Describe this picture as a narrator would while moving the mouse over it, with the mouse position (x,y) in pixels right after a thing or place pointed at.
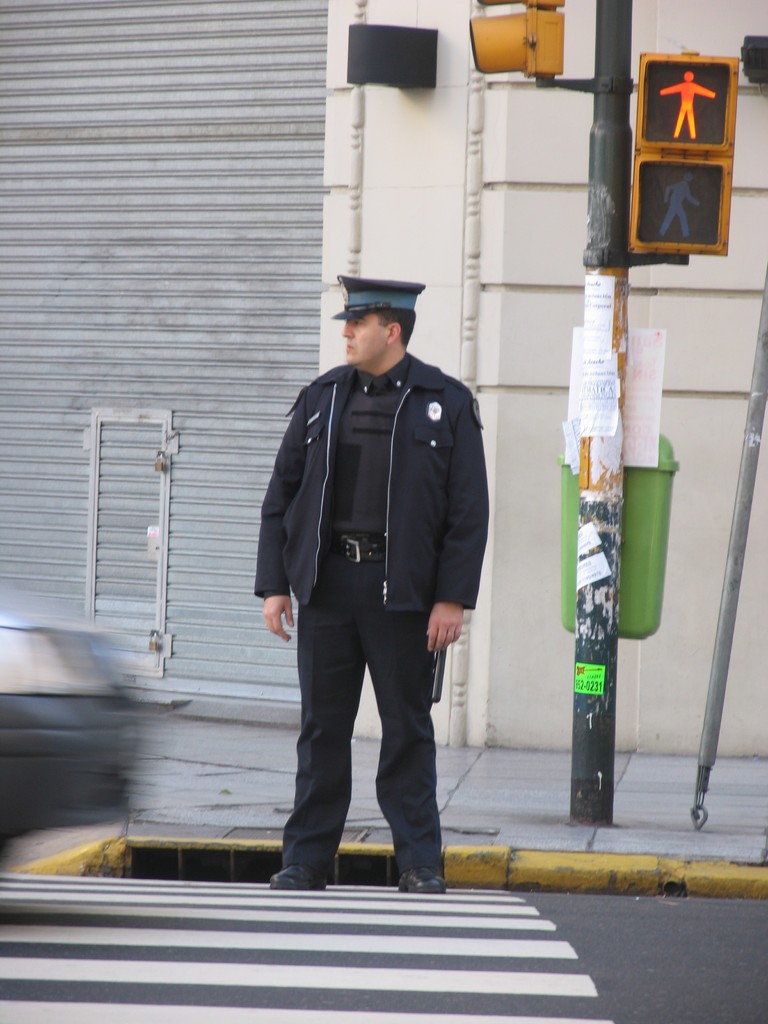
In this image, we can see a person (359,306). We can see the ground (624,817) and a pole (605,22) with some objects (608,426) like a trash bin (643,624) and some posters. We can see some sign boards (681,200). We can also see the wall (333,197) with some objects (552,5). We can see an object (7,684) on the left (24,611). We can also see the shutter (119,596).
